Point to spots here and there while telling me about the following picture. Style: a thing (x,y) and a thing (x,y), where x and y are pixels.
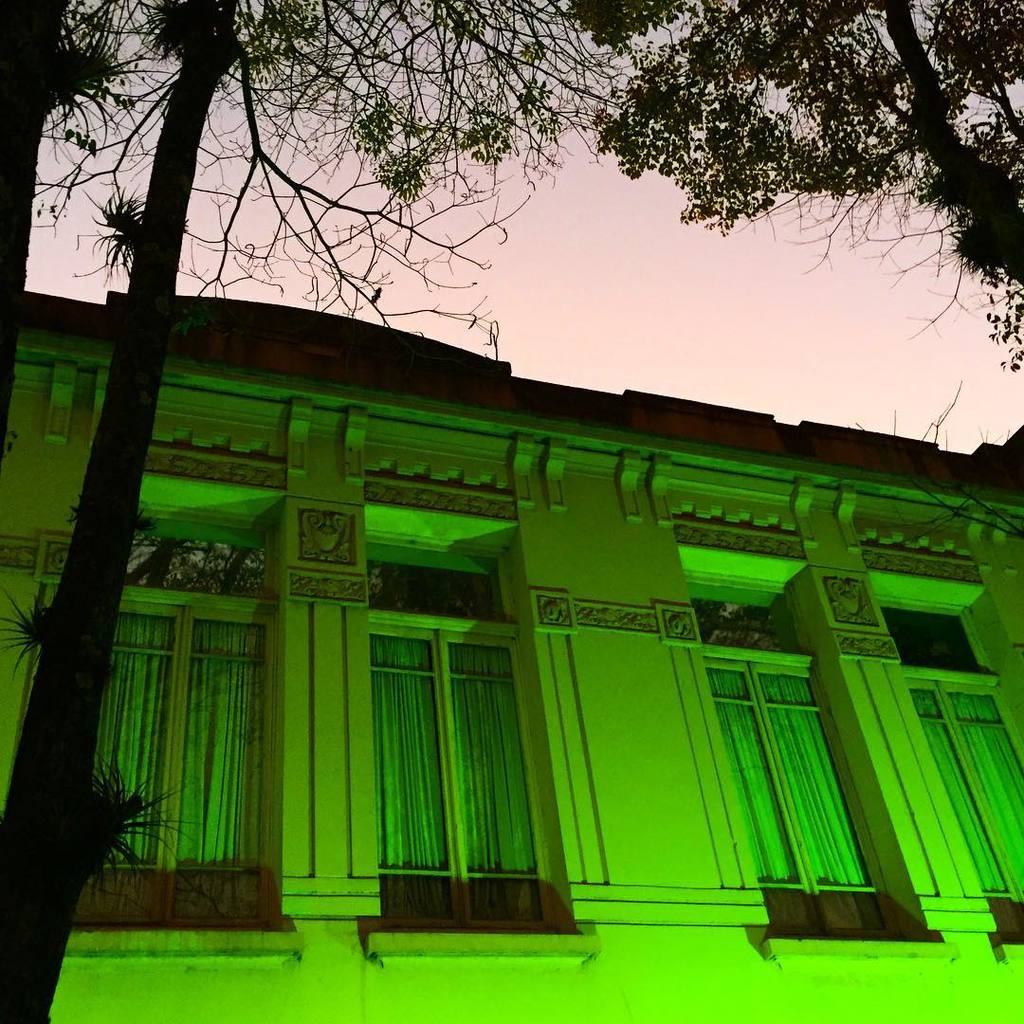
In this picture we can see a building (587,554), tree (200,124) and sky (211,148). To this building (471,444) there are windows (446,740).
